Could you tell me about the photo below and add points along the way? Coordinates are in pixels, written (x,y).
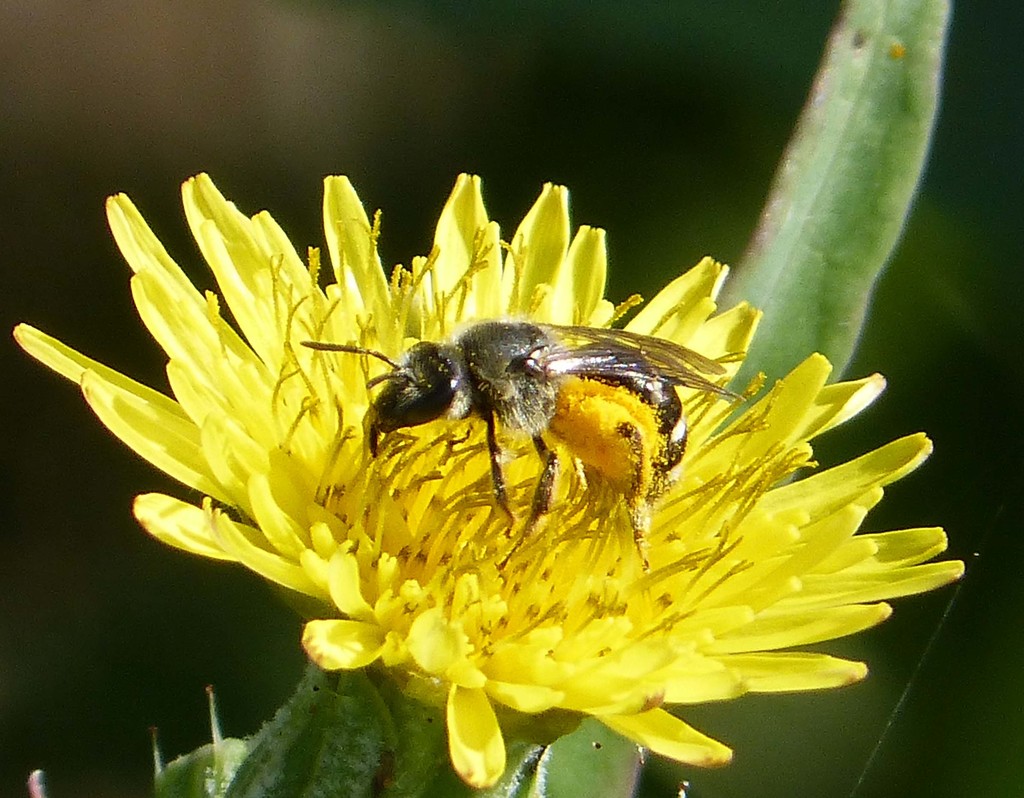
In this picture there is a flower (247,267) in the center of the image (682,504), which is yellow in color and there is an insect (614,357) on it.
